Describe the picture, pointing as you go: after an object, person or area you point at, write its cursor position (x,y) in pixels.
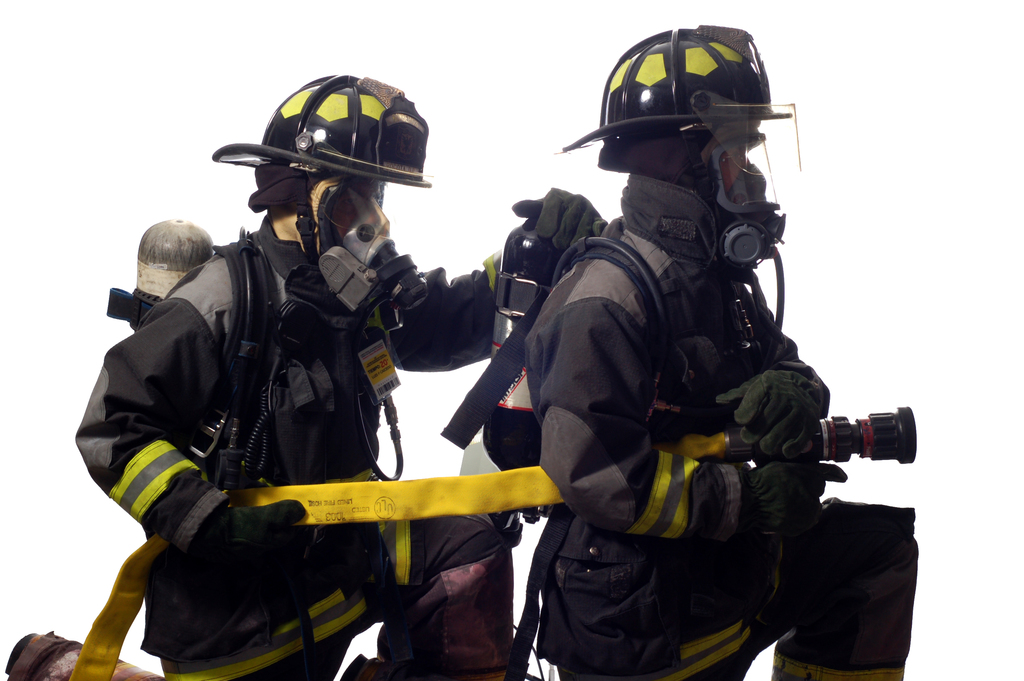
In this image, we can see two persons (372,531), they are wearing helmets (363,162) and jackets (321,328). There is a white background (147,17).
